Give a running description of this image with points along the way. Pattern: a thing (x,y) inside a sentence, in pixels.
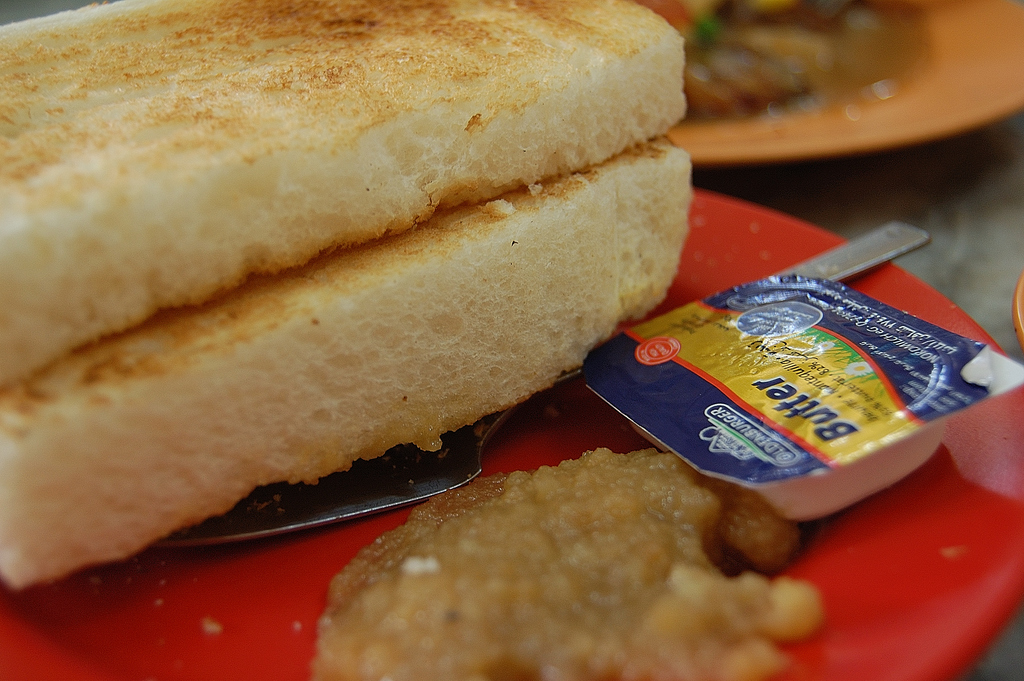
In this image we can see food item (399,640) and knife (350,507) are kept on the red color plate (954,542). The background of the image (750,17) is slightly blurred, where we can see another plate (1017,49) with some food item (752,37).
